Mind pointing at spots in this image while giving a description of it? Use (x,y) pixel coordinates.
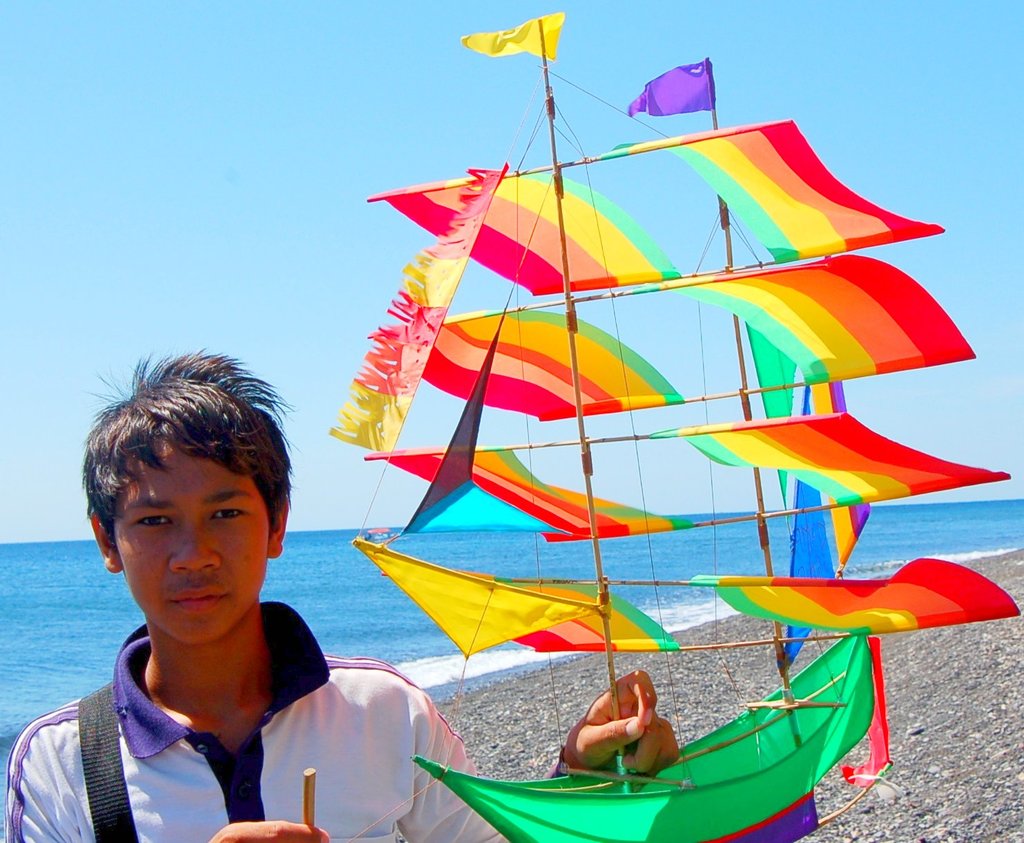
In this image we can see a man (275,726) standing on the ground (483,769) and holding a ship model (572,630) in his hands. In the background (257,31) we can see sea (116,616) and sky (350,213).
